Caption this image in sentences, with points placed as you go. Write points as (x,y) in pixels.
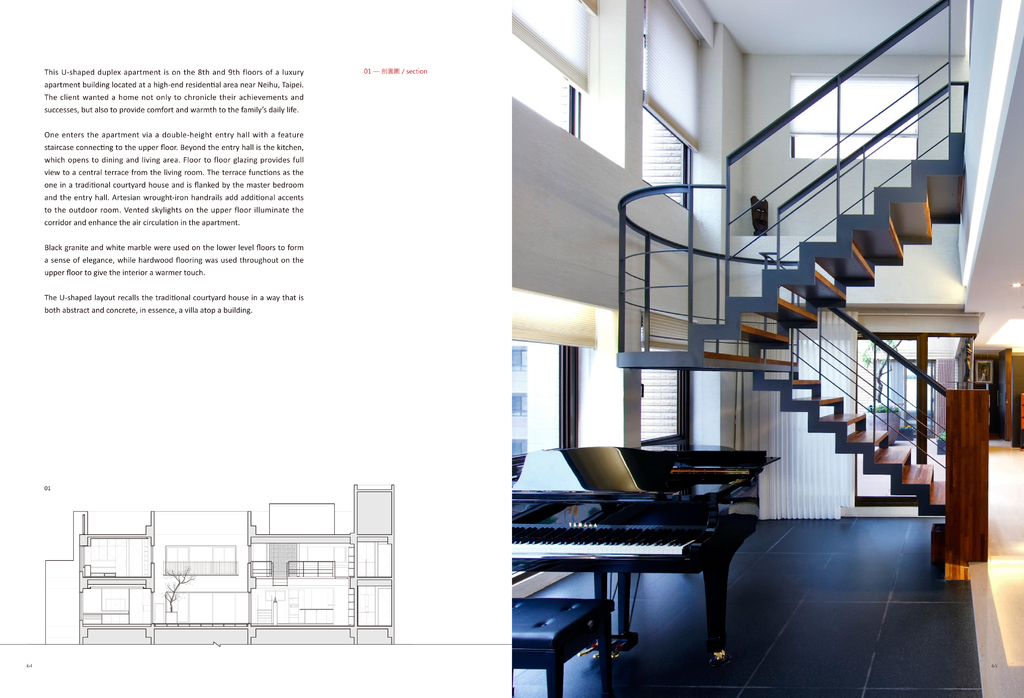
It is a picture in which one side is some text (87,110) written on the paper (323,460) and other side is a home (916,151) in which stairs (910,117) are present inside a home (882,540) and one piano (709,602) at the left corner of the picture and one chair (564,634) and there are big windows (520,355) beside the walls (577,295) and at the right corner (1020,486) there is one wooden wall (950,489) and one room (1005,411) and one plant (871,408) are present.
